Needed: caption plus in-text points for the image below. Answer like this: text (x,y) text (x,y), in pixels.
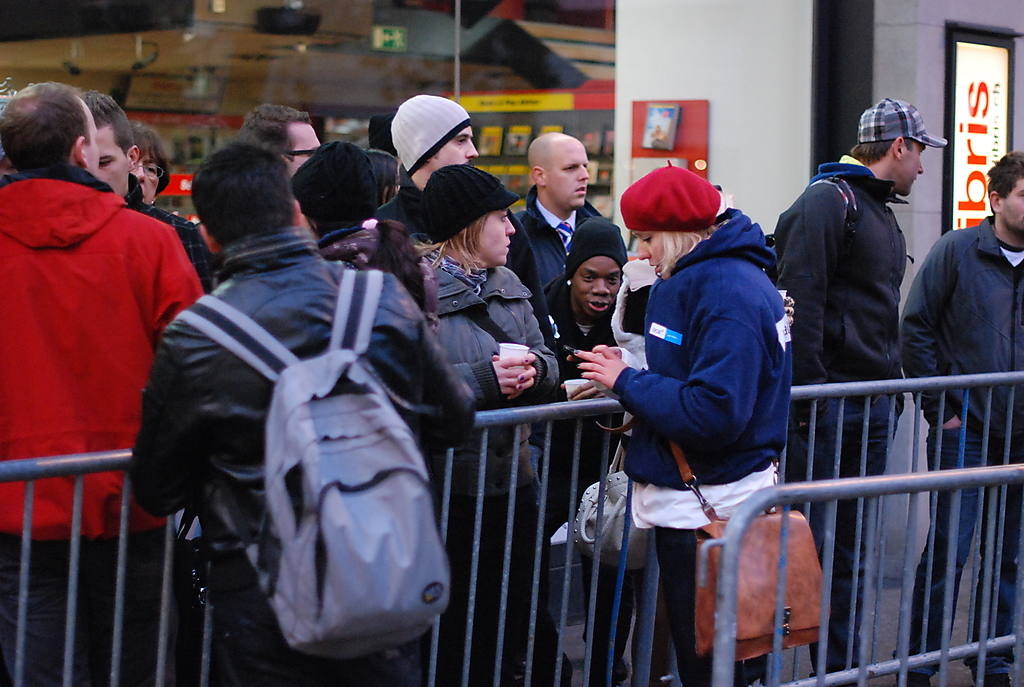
In this image there are group of people (501,217) who are standing beside the fence (579,410). There are two people (757,380) who are wearing the bag (349,460) are standing in the middle (373,317). In the background (555,61) there is a building (549,54) with the glasses (512,57). On the right side (1004,69) top there is a hoarding (959,72).
